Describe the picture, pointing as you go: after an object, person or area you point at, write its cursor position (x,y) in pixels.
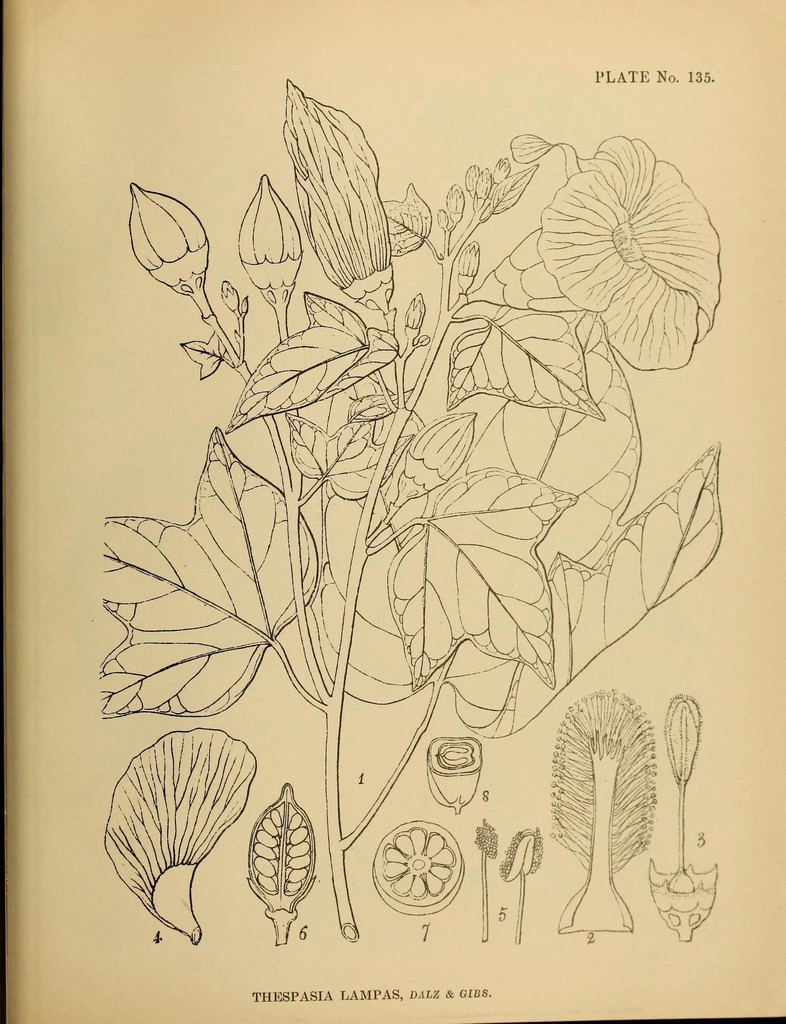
In this image I can see the diagram (510,190) of the plant (485,328) and I can also see few flowers (653,185) and the background (638,654) is in cream color.
